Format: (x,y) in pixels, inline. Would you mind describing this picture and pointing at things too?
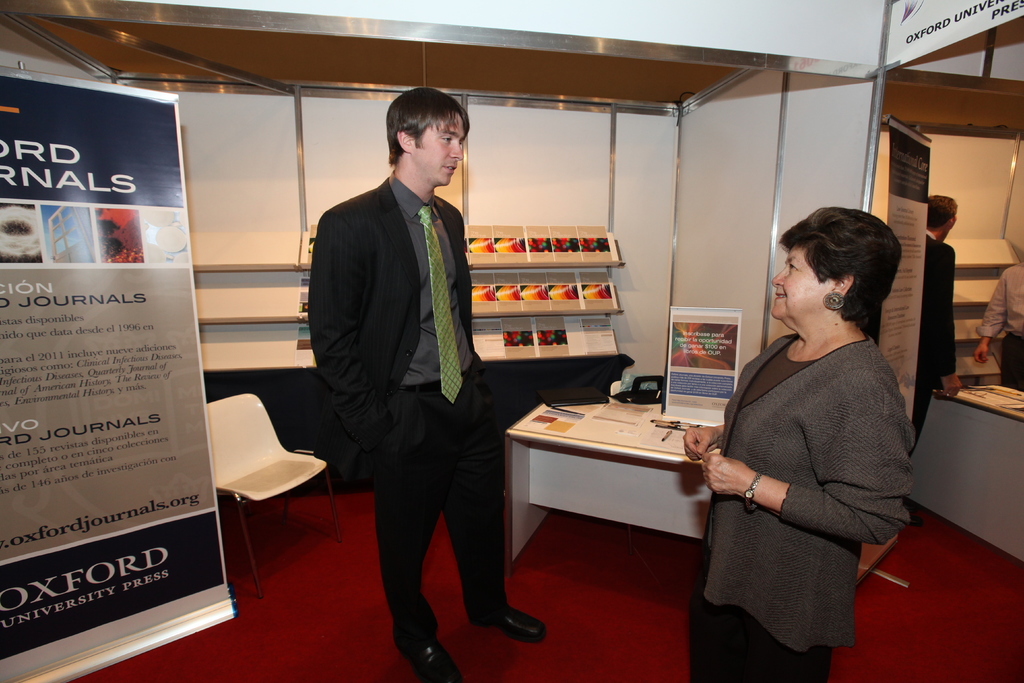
In the image we can see there is a man (416,515) who is standing and he is looking at a woman (844,370) and even she is standing and on the table (542,443) we can see there is a cardboard sheet (708,348) and at the back (498,302) there is a shelf (564,296) in which books (555,278) are kept.
